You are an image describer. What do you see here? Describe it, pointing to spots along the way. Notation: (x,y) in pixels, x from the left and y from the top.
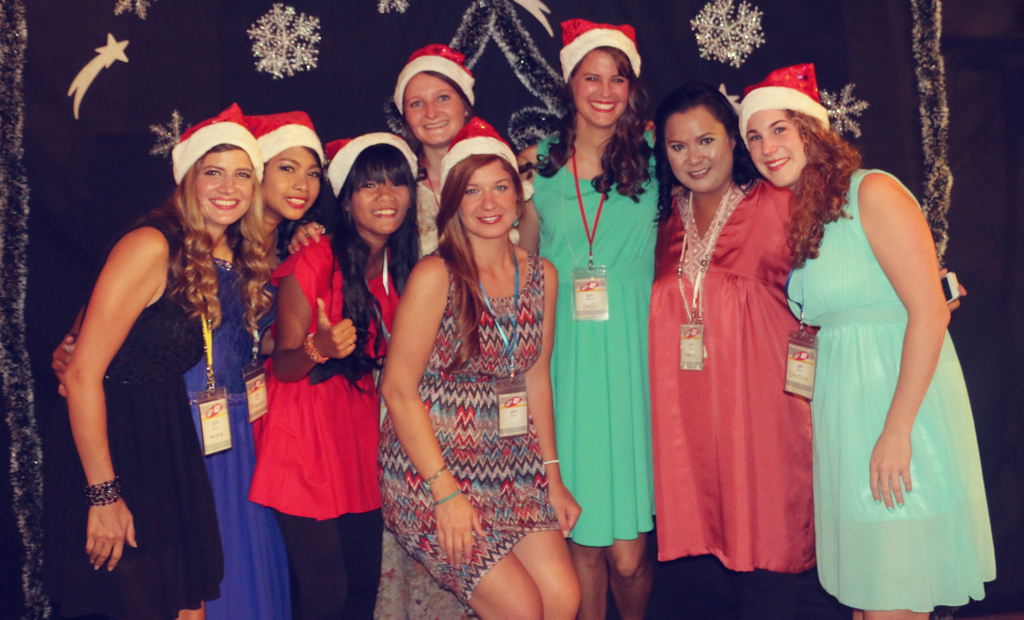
In the middle of the image (641,390) few women (928,399) are standing and smiling. Behind them there is a curtain (896,131).
